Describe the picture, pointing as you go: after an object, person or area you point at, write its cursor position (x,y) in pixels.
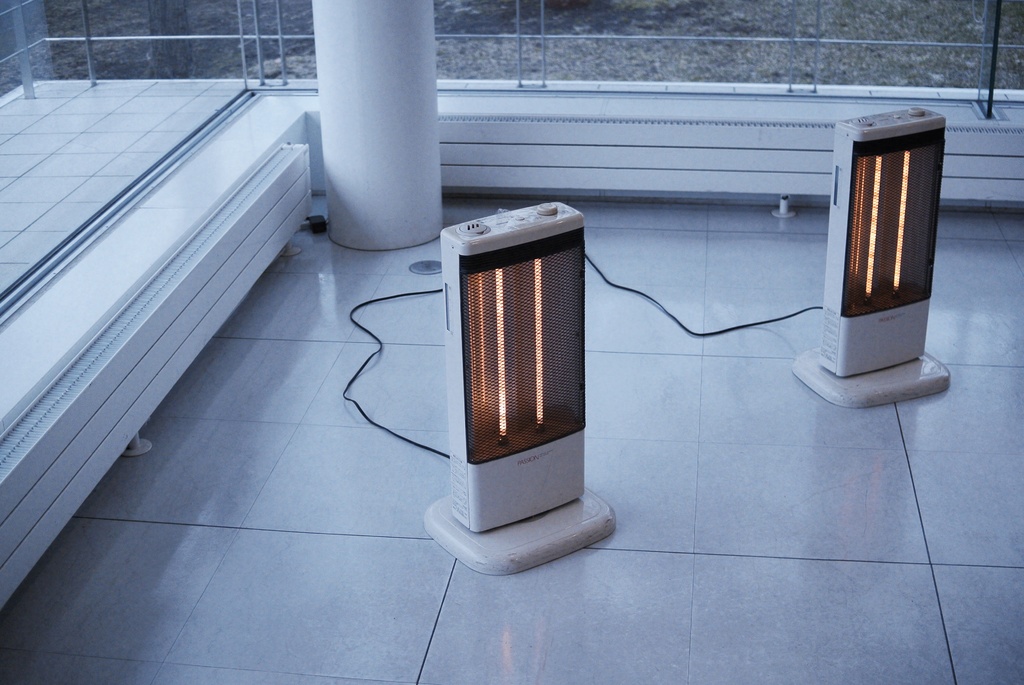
This image is taken indoors. At the bottom of the image (289,527) there is a floor (778,461). In the background (74,107) there is a glass wall (110,95) and a pillar (354,168). In the middle of the image (514,443) there are two heaters (895,262) on the floor (641,327).
